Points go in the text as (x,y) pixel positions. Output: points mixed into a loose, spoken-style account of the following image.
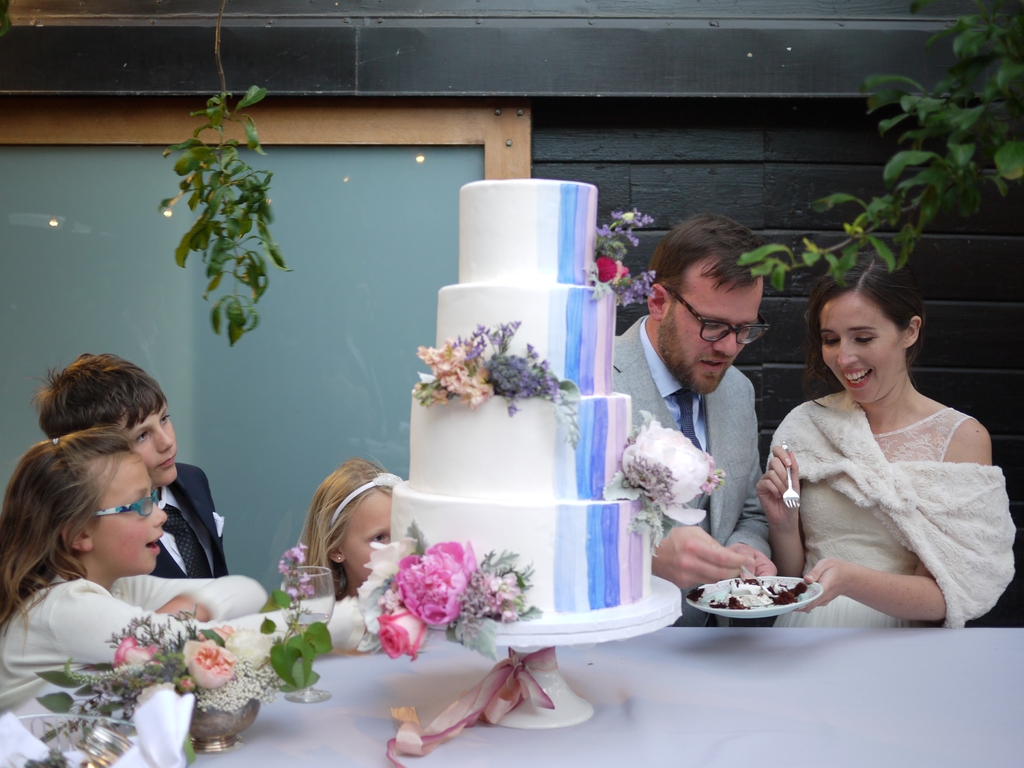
In this image, there are a few people (365,497). We can see a cake (536,490), a glass (289,691) and some other objects (245,691) on the white colored table (679,697). In the background (700,121), we can see the wall (686,47) and some plants (1004,41). We can also see a board (484,159).
